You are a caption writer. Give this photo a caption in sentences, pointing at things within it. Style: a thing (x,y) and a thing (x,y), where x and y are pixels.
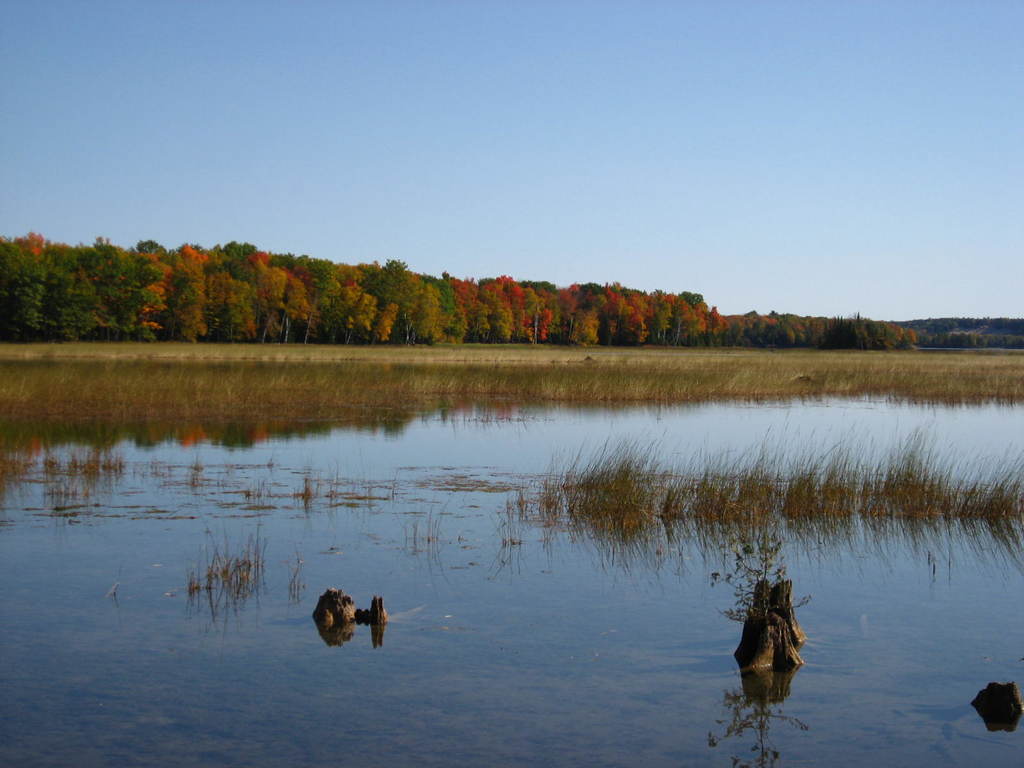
In this image there are wooden sticks (775,659) in the water (561,655) and the reflection (559,688) of the sky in the water (570,670), there are few trees (201,299), grass (973,469) and the sky (567,189).
